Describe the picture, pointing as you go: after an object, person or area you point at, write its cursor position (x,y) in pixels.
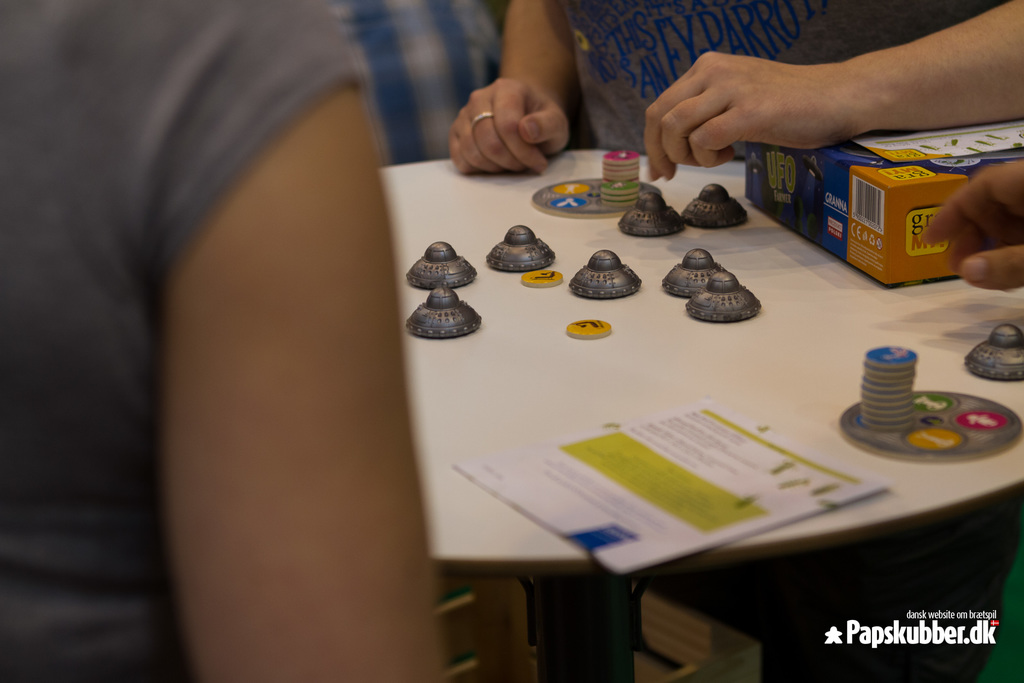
In the picture I can see the wooden table (788,426) on the floor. I can see a book (738,443), casino coins (633,190) and a box (828,225) are kept on the table (643,335). I can see the hands (459,166) of a person (688,58) on the top right side (834,62). There is a person (341,375) on the left side (341,343), whose face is not visible. It is looking like a wooden box (668,637) at the bottom of the picture (660,623).
